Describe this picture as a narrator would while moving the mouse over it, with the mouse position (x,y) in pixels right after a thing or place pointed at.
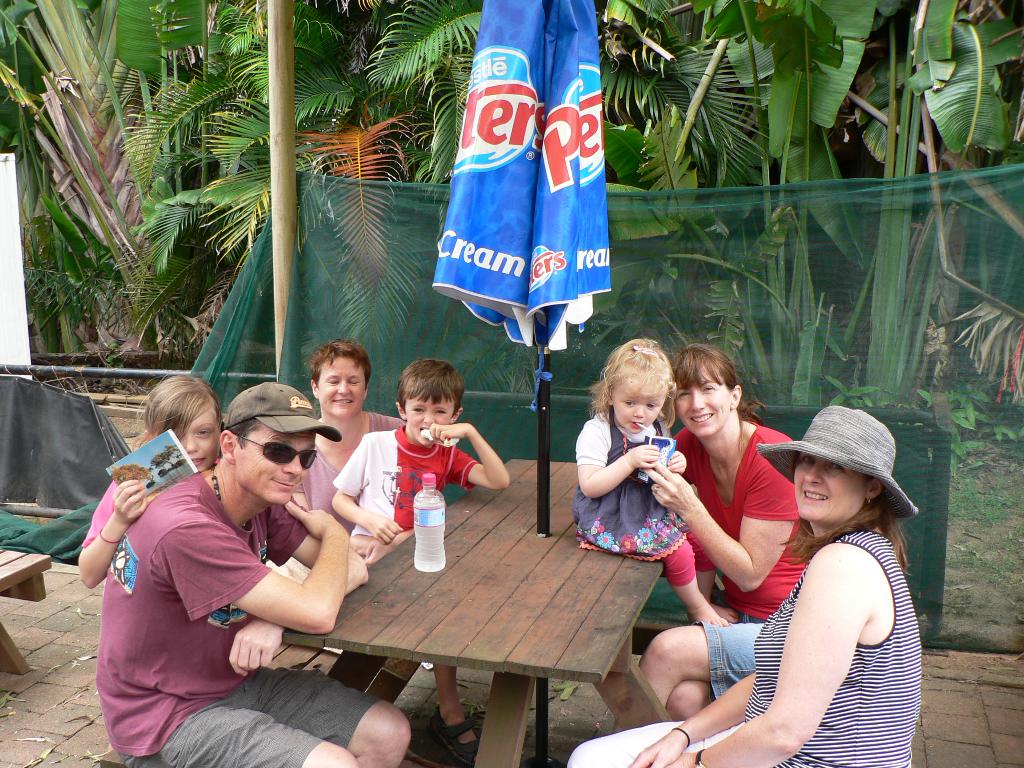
people (607,553) are sitting on the bench (271,666) across the wooden table (513,600). on the table (525,492) there is a water bottle (428,515) and a closed umbrella (497,181). behind them there are trees (169,107).
